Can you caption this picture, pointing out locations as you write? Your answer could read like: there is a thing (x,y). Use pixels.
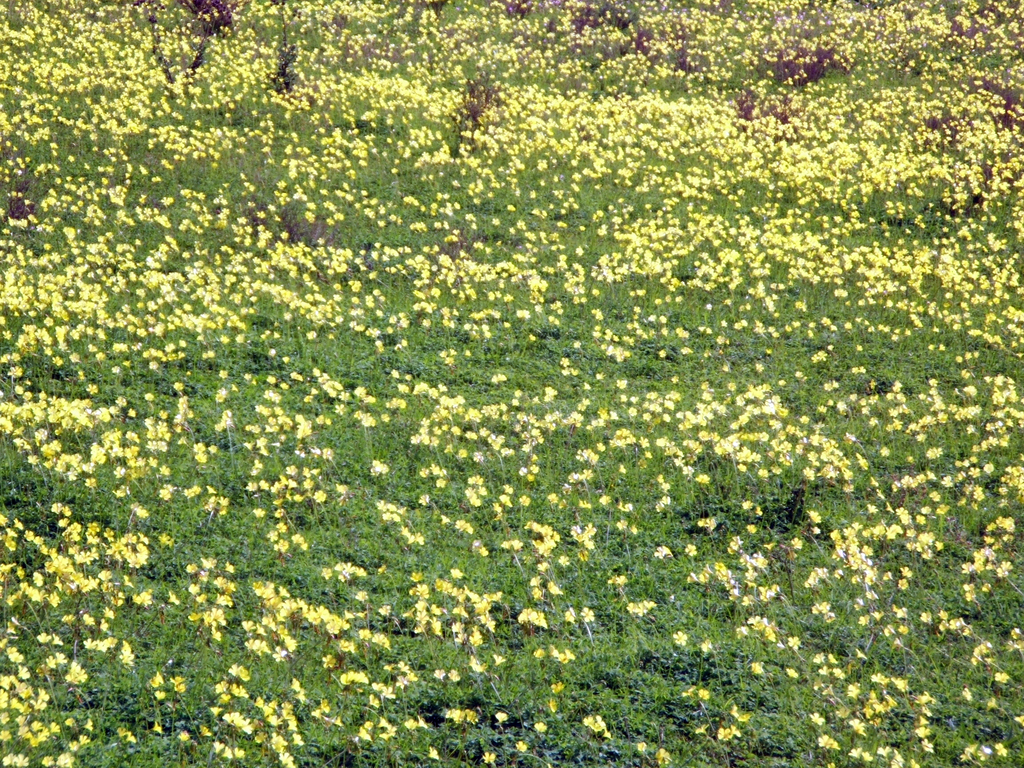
In the image we can see tiny flowers (311,470), yellow in color and the leaves (623,685).
